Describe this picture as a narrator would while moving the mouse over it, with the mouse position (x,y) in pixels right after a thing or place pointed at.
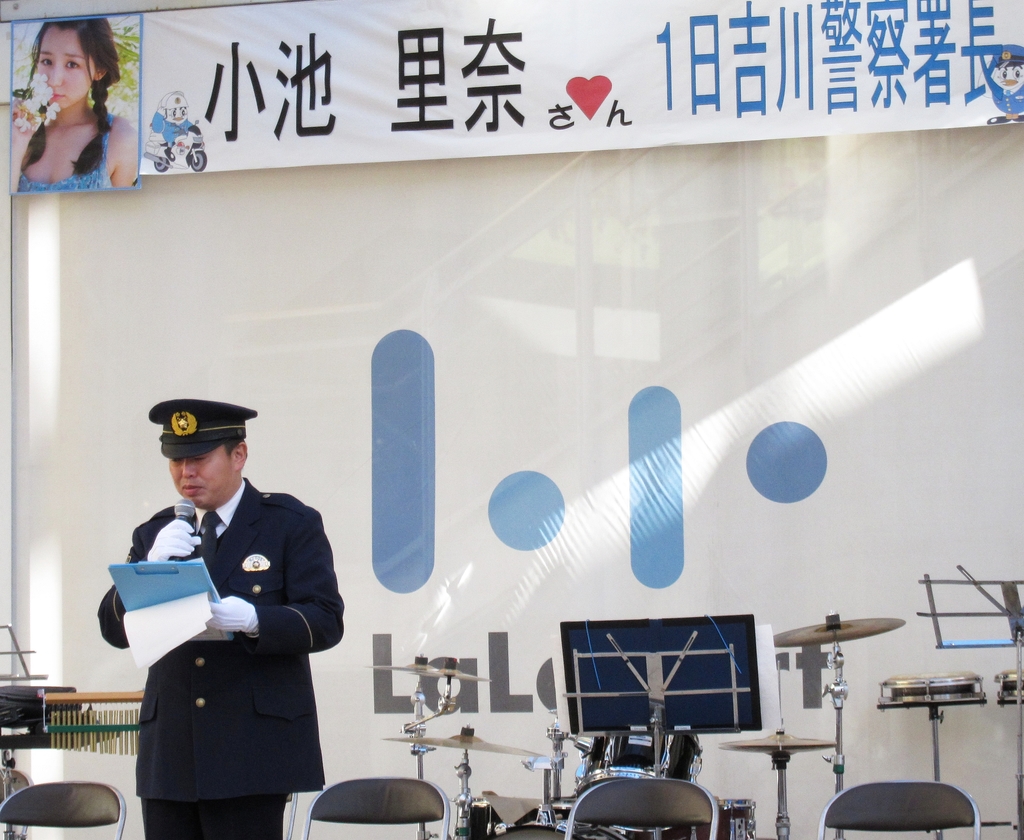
In the picture I can see a man (225,617) is standing and holding a microphone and some other objects (214,594) in hands (240,624). The man (238,687) is wearing a hat (203,429) and a uniform (301,714). I can also see musical instruments (604,742), chairs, a banner (345,56) which has a photo (75,106) of a woman (75,106) and something written on it.
